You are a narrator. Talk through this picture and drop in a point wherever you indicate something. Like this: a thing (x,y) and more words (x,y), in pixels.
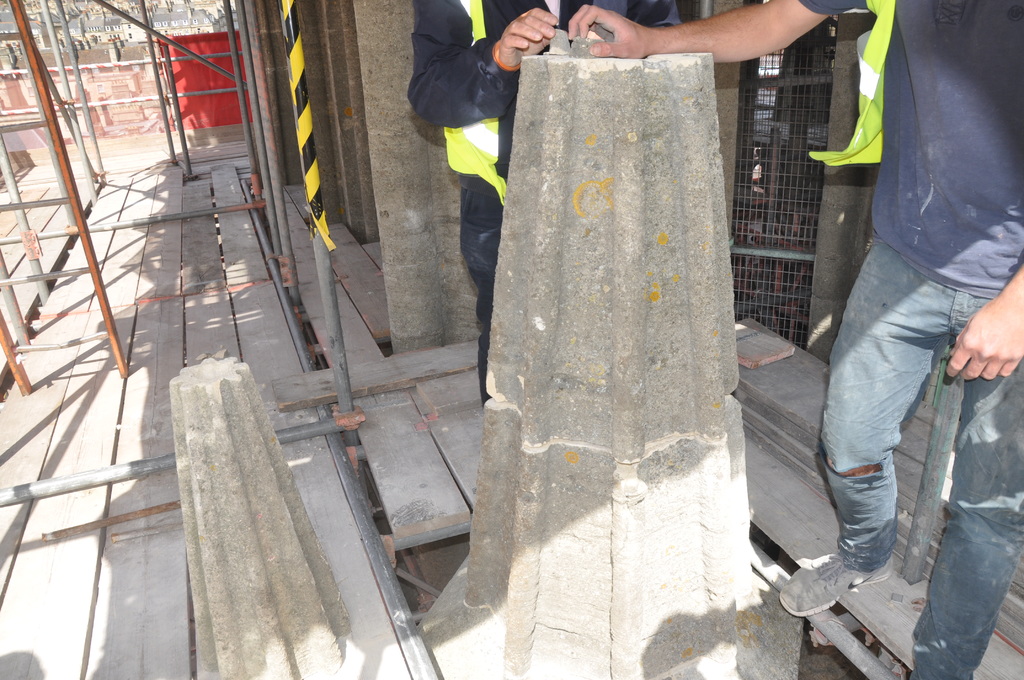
In this image we can see two men (477,157) standing on the ground (196,151). We can also see some concrete poles (612,452), the metal rods (246,205), a mesh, a curtain (191,119) and a fence (166,103). On the backside (184,6) we can see some buildings (126,27).
